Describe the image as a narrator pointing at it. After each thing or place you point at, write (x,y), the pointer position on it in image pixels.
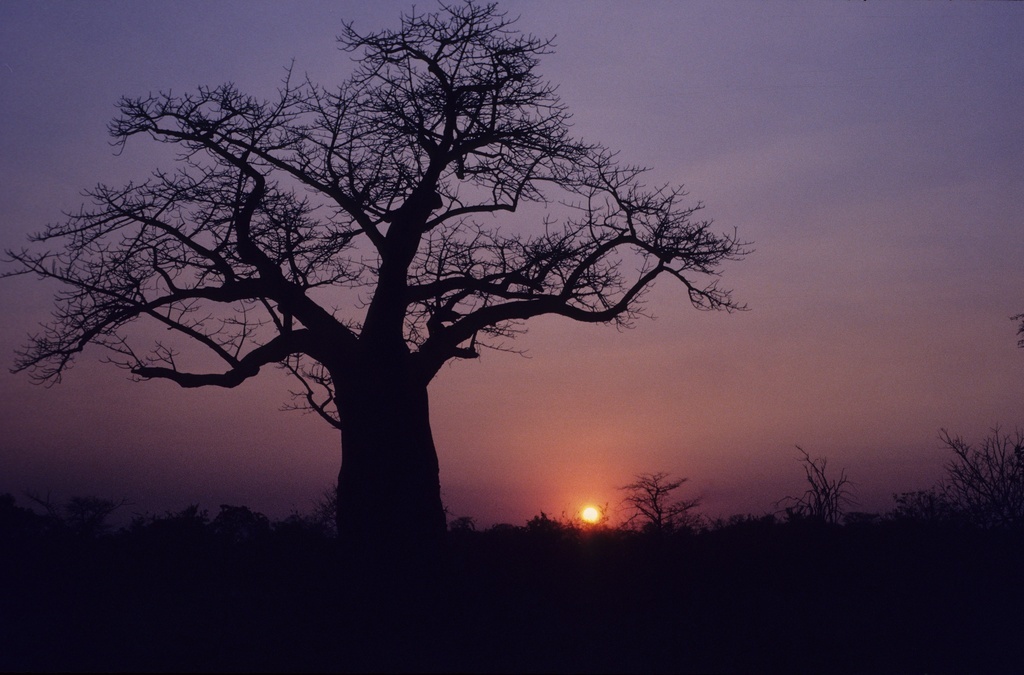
In the image in the center (476,319) we can see one tree (364,393), plants (180,548) and grass (691,565). In the background (692,54) we can see the sky (726,56), clouds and sun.
